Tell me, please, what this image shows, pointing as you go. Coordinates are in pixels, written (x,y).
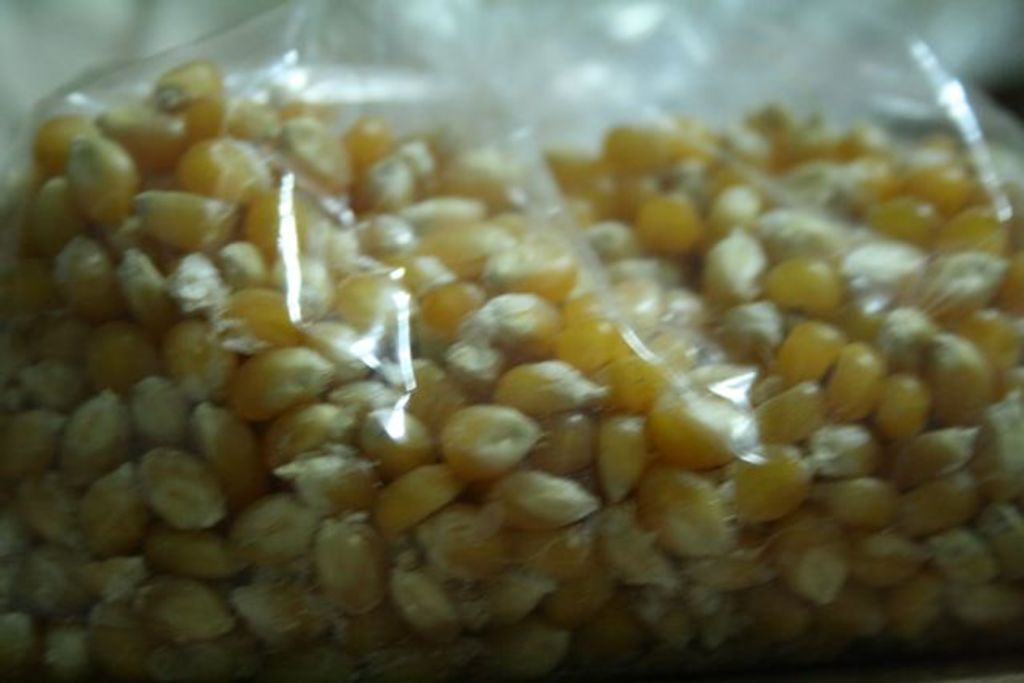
In this image we can see corn (699,460) in the packet (732,376).
